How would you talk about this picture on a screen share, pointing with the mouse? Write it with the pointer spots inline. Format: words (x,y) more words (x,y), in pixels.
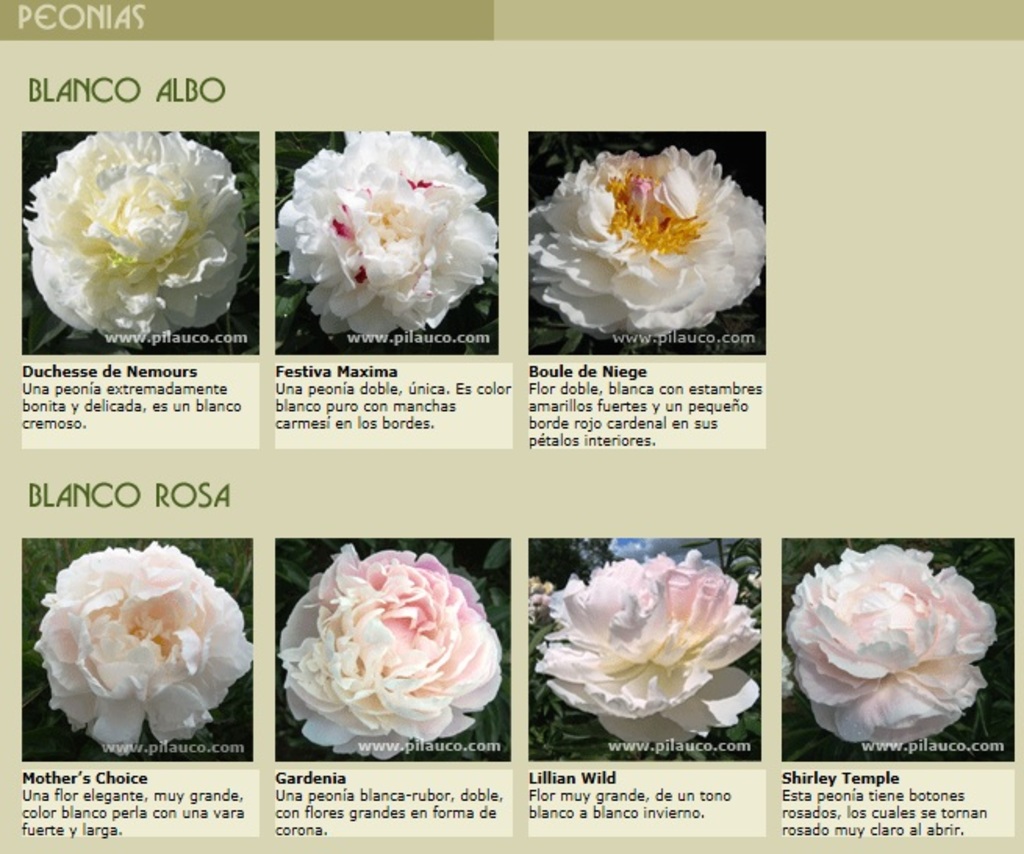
Here in this picture we can see a slide (870,11), in which we can see number of different kind of flowers (202,296) with its names (27,371) and description (66,437) present below it over there.
